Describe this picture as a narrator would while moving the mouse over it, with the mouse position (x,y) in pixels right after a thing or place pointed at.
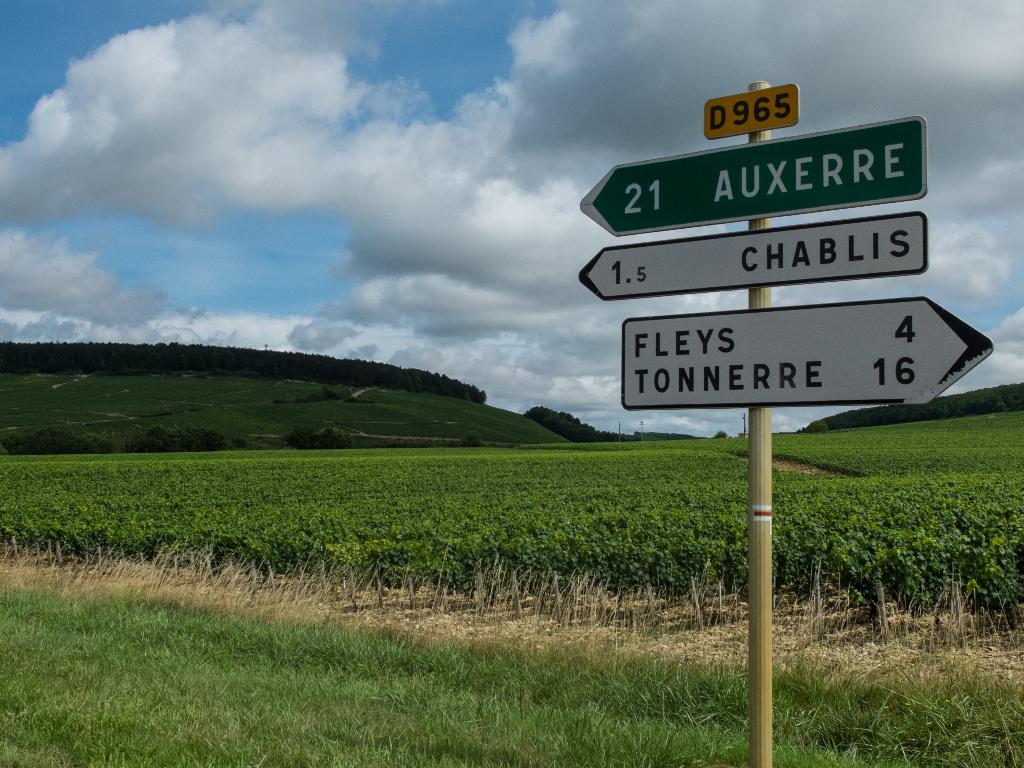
In this image, we can see fields (528,516), sign boards (649,333). At the bottom (260,720), there is ground (319,692) covered with grass (237,680). In the background (252,386), there is mountain (116,409). At the top (279,135), there are clouds (423,159) in the sky (447,166).
